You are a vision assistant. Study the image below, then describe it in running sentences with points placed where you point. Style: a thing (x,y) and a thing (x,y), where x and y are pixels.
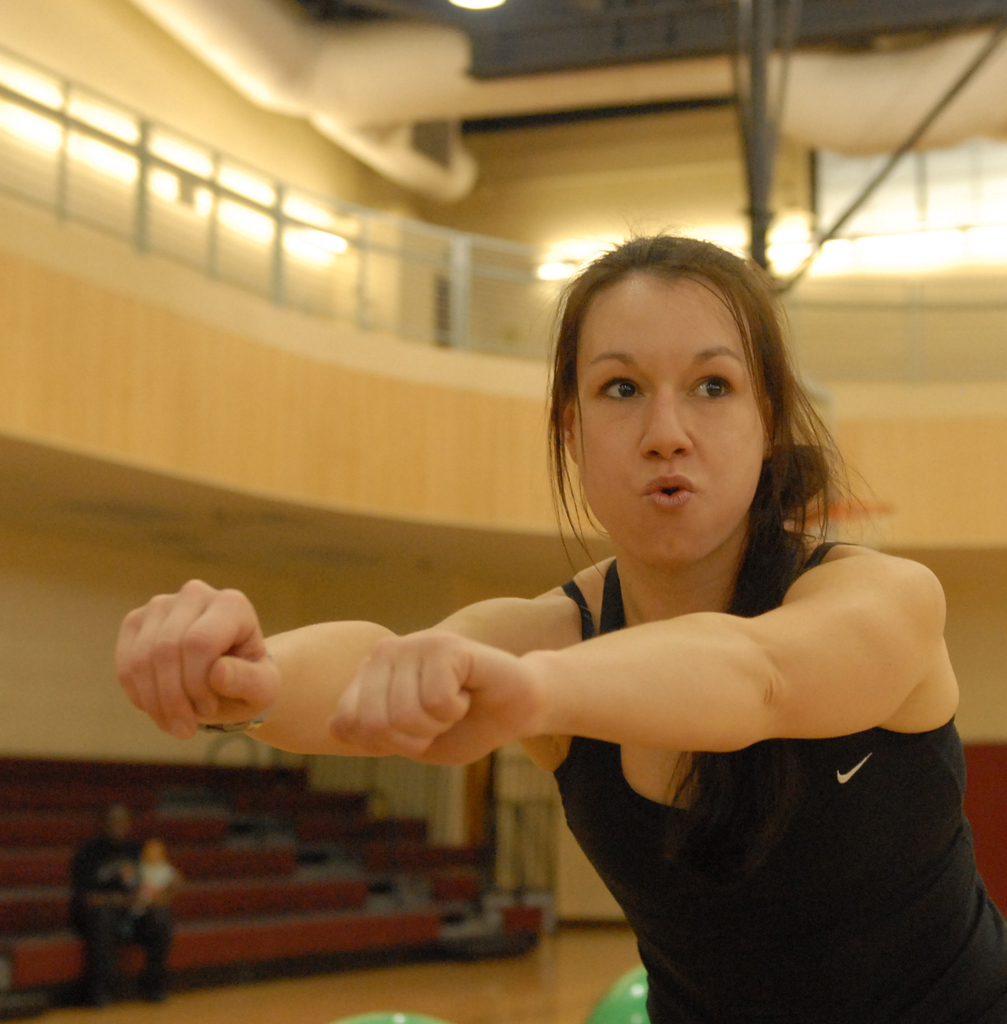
In the foreground of the picture (647,673) there is a woman (671,577). The picture is clicked inside a stadium (236,276). On the left (66,956) there are benches (55,889). At the top (305,206) there are lights (319,210), railing (138,222), pipes (326,98) and other objects (326,98).
